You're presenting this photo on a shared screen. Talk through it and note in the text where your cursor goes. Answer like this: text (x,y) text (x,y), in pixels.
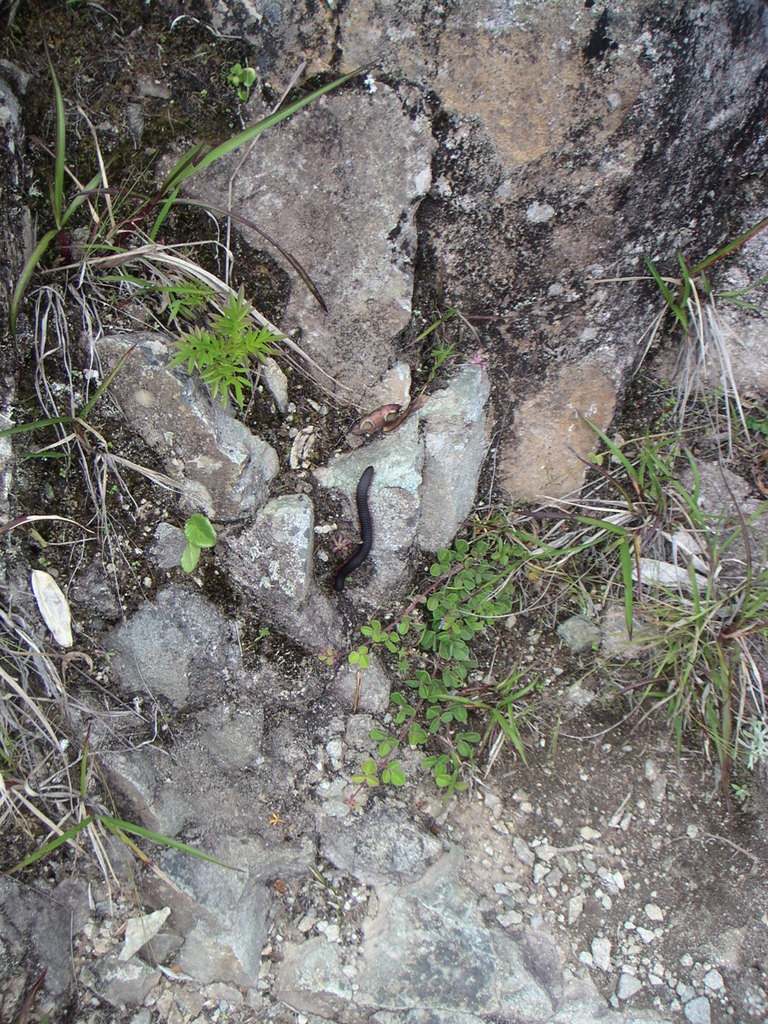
In this image, I can see an insect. There are rocks (290,829) and grass (613,527).
